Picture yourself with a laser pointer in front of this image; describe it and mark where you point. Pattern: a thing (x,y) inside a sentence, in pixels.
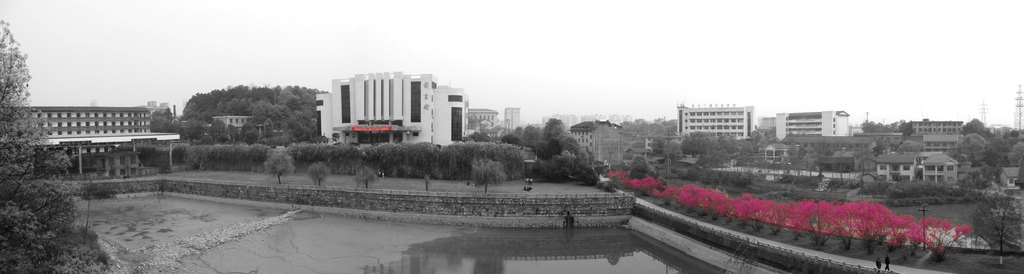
This image is taken outdoors. At the bottom of the image (519,245) there is a pond (593,254) with water (599,260) and there is a floor (204,245). At the top of the image (155,40) there is a sky (284,56). In the middle of the image (407,111) there are many buildings (418,130) and houses (944,157) and there are many trees (370,161), plants (341,153), poles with street lights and towers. On the left side of the image (29,199) there is a tree (54,240). On the right side of the image (965,192) there are a few plants (874,208) and two persons (875,259) are walking on the road (922,272).
